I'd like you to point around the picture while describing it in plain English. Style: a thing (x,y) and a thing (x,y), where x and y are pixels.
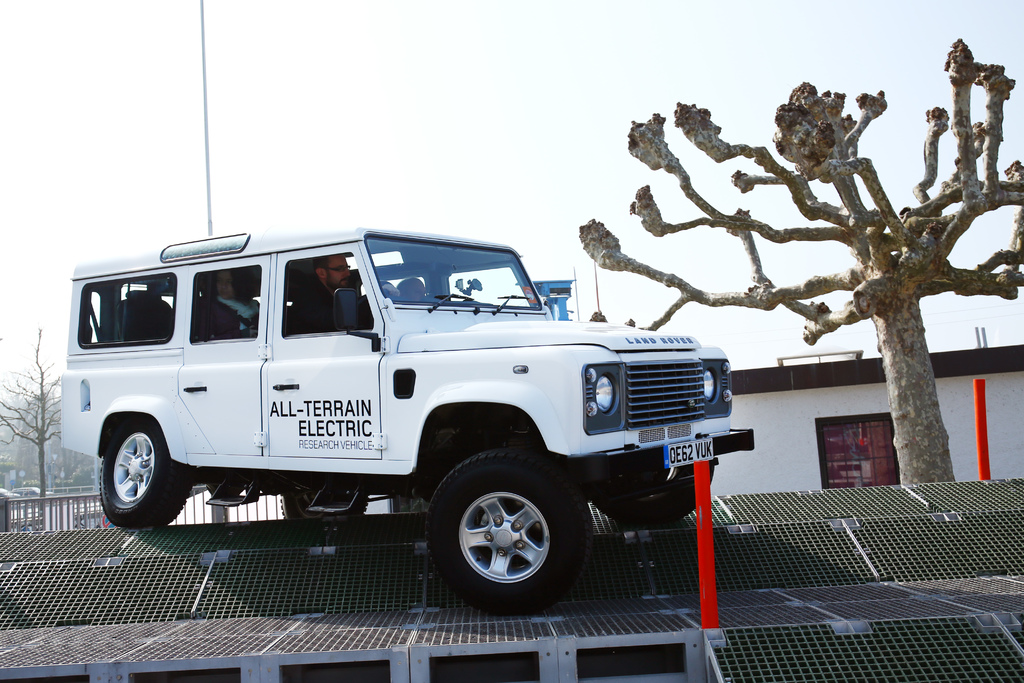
In the foreground (483,384) I can see stoppers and two persons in a car (327,416). In the background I can see a tree trunk (924,240), buildings (846,377), door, trees (23,416), fence (95,509), vehicles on the road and the sky (519,139). This image is taken, may be during a day.
